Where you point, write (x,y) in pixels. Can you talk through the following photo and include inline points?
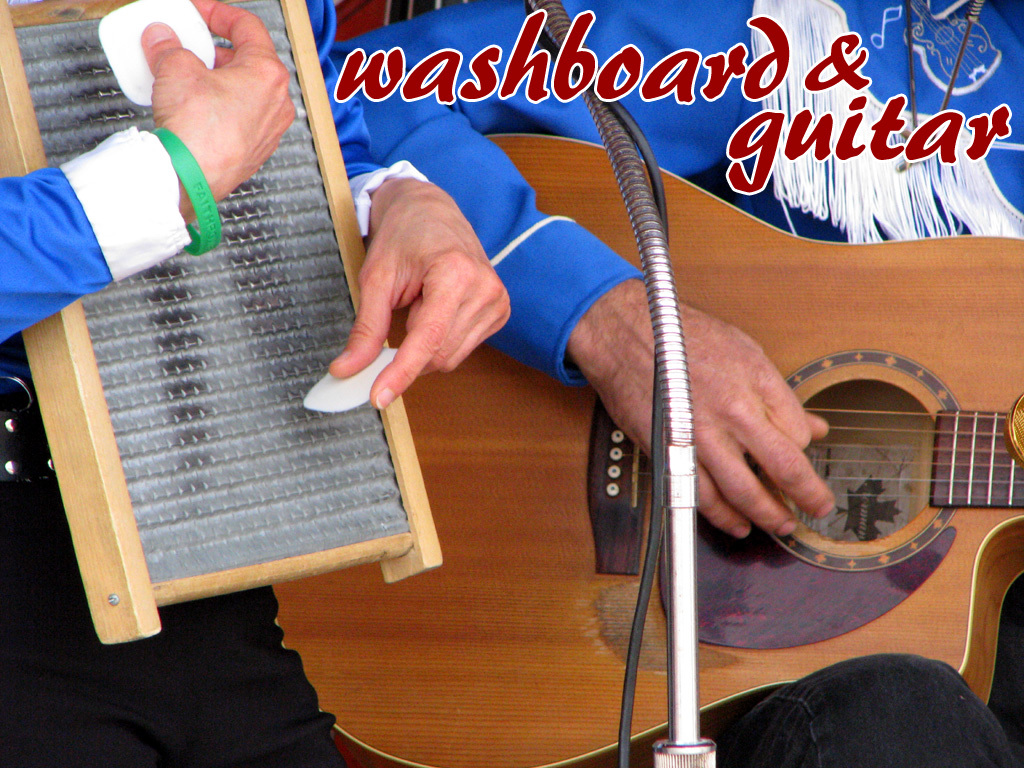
In the image we can see there is a person (500,174) who is sitting and holding guitar (532,518) in his hand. Another man (199,99) is holding another musical instrument (212,421).
